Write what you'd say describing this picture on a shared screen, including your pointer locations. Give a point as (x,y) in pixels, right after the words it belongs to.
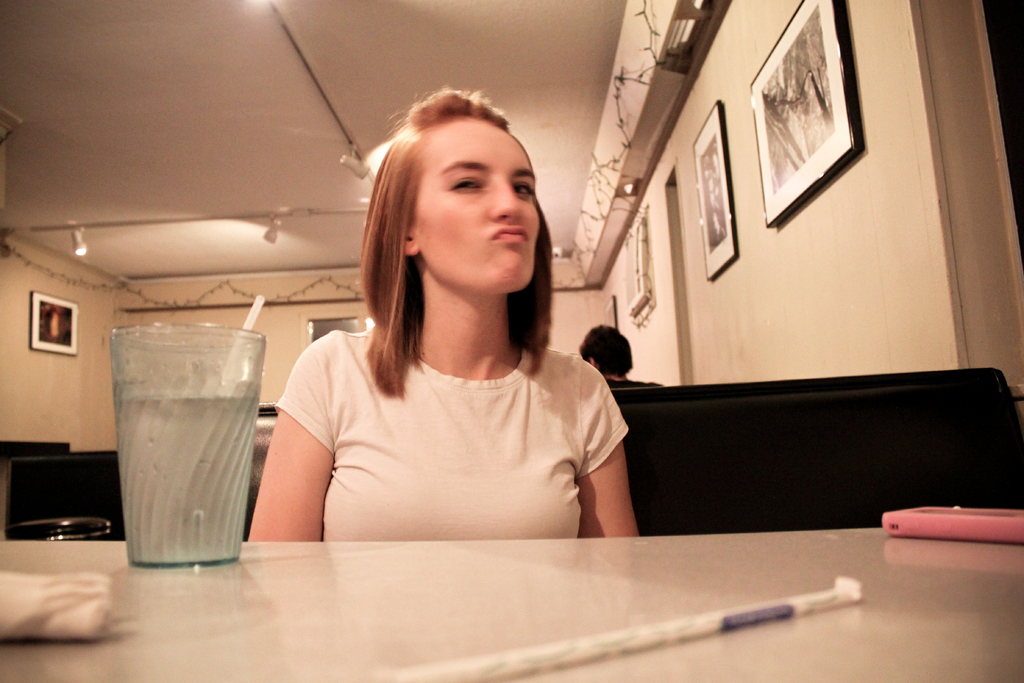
In this image there is a woman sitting behind the table (643,609). There is a glass (217,367), phone (933,518) on the table (485,604) and photo frames (718,186) on the wall (851,283) and there is a light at the top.
